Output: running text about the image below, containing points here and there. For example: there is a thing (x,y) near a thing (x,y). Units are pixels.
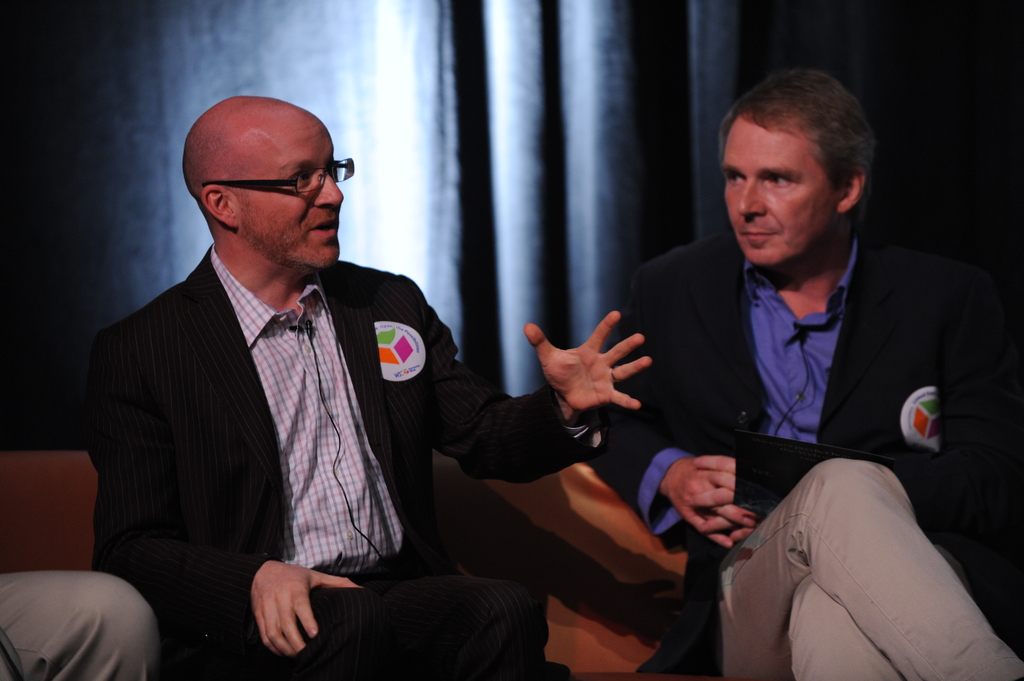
There is one man (360,505) sitting on a sofa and wearing a black color blazer (218,431) in the middle of this image (393,431). We can see another person (858,350) is sitting on the right side of this image (801,478) is also wearing a black color blazer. We can see a leg (77,609) of another person (60,620) is on the left side of this image (48,627). There is a curtain (486,171) in the background (564,148).
